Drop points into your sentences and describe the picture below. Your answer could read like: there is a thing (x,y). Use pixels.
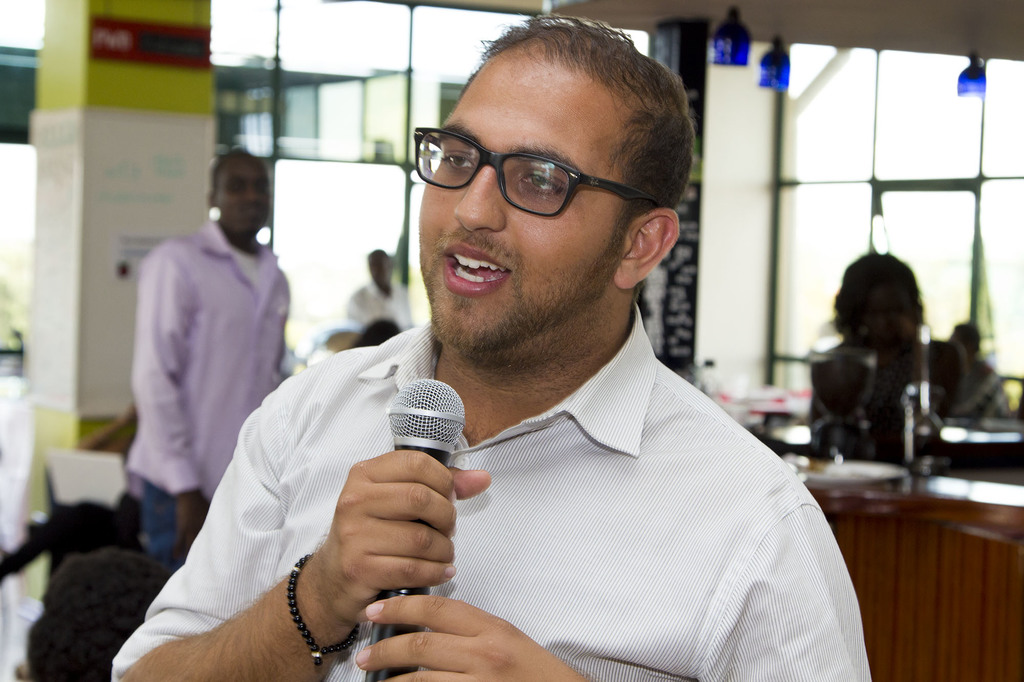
In this image I can see a man (606,600) wearing shirt (603,594), holding a mike (423,432) in his hand (435,467) and speaking. In the background (287,291) there are few people (235,274). On the left side of the image (94,299) there is a pillar (111,232). This is an image clicked inside the room (765,41). On the right side of the image (831,139) I can see a glass window (840,167).
